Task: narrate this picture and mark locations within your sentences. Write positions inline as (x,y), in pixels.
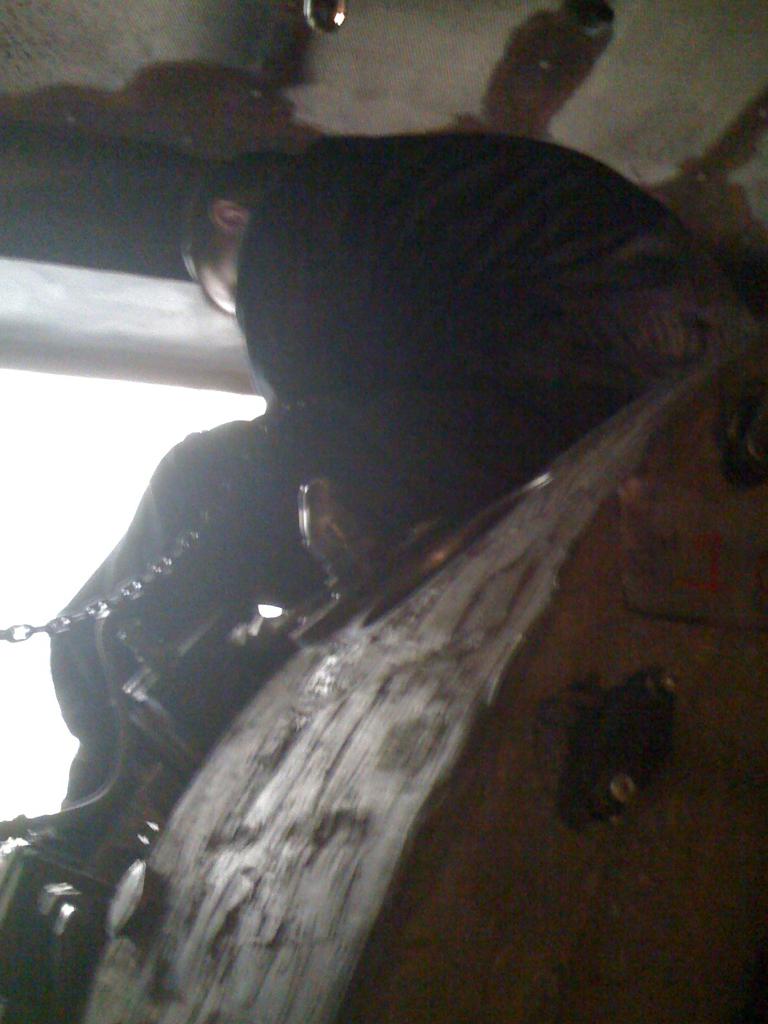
In this image we can see a person (424,306) sitting on an object (652,667). We can also see the chain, ceiling (74,247) and also the sky (52,453).
